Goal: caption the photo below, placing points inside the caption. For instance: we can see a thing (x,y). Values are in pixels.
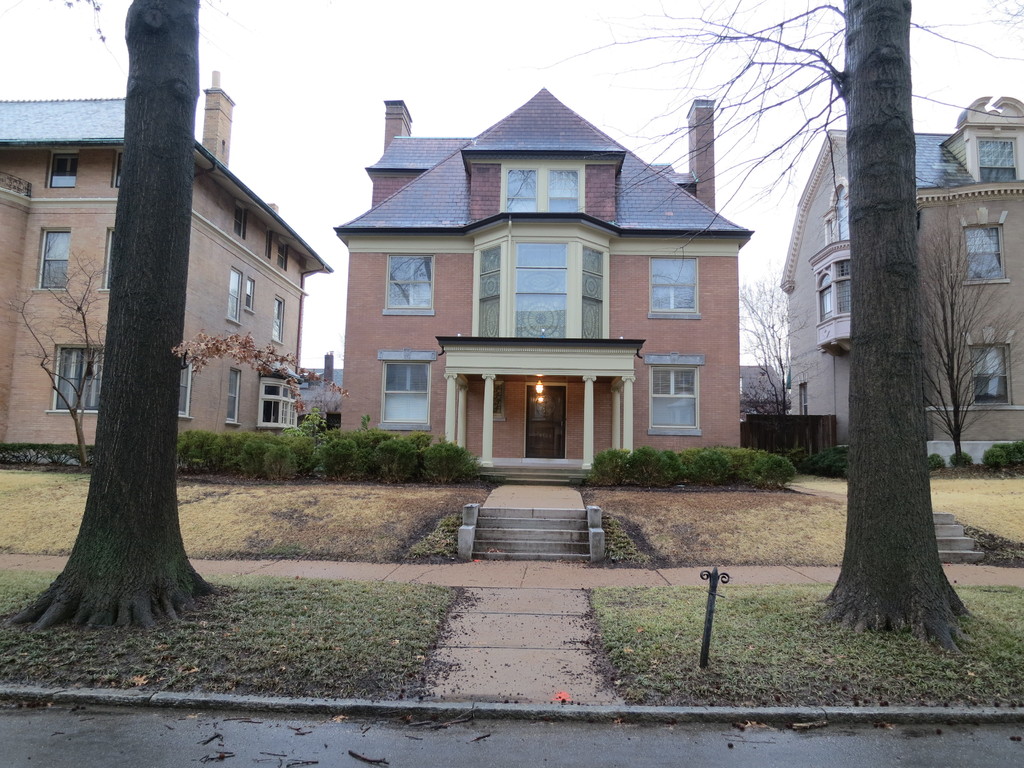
In this image I can see a building (401,187) which is in brown and cream color. I can also see few trees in brown color and sky (423,80) in white color.
